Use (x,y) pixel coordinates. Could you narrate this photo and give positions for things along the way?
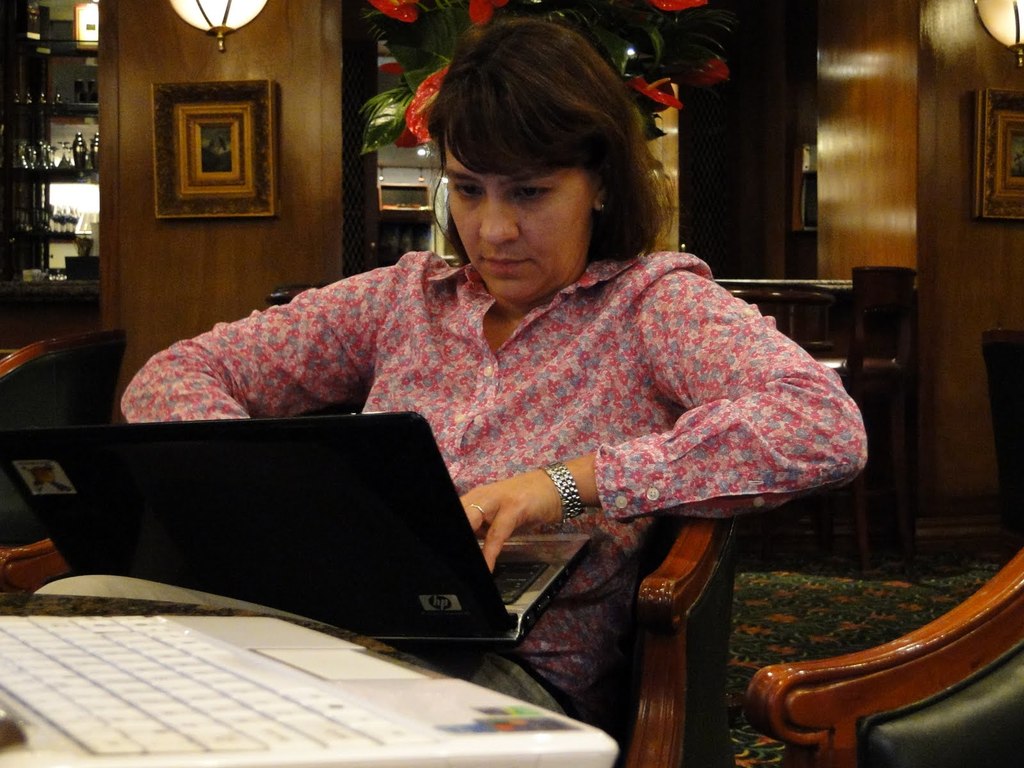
In this picture the woman (528,375) is sitting on a chair (641,614). The woman (500,499) is holding a hp laptop (358,503). To the left hand (575,469) she is having a watch (568,483). Background of the woman (496,340) there is a wooden wall (304,236), on the wall (280,176) there is a photo frame (203,148) and a light (223,5) and this is a shelf (93,185) in the shelf (41,181) there are the glasses (52,163).
